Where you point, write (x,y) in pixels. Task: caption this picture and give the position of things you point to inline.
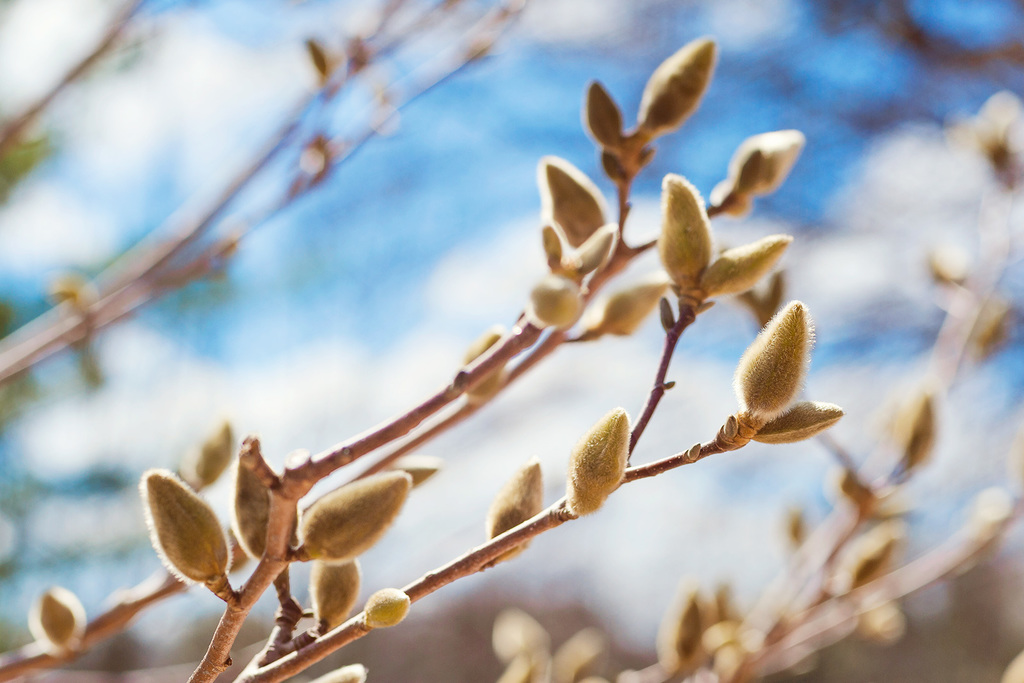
In this image I can see a plant (730,621) and I can also see few buds (793,414) which are in cream color.
